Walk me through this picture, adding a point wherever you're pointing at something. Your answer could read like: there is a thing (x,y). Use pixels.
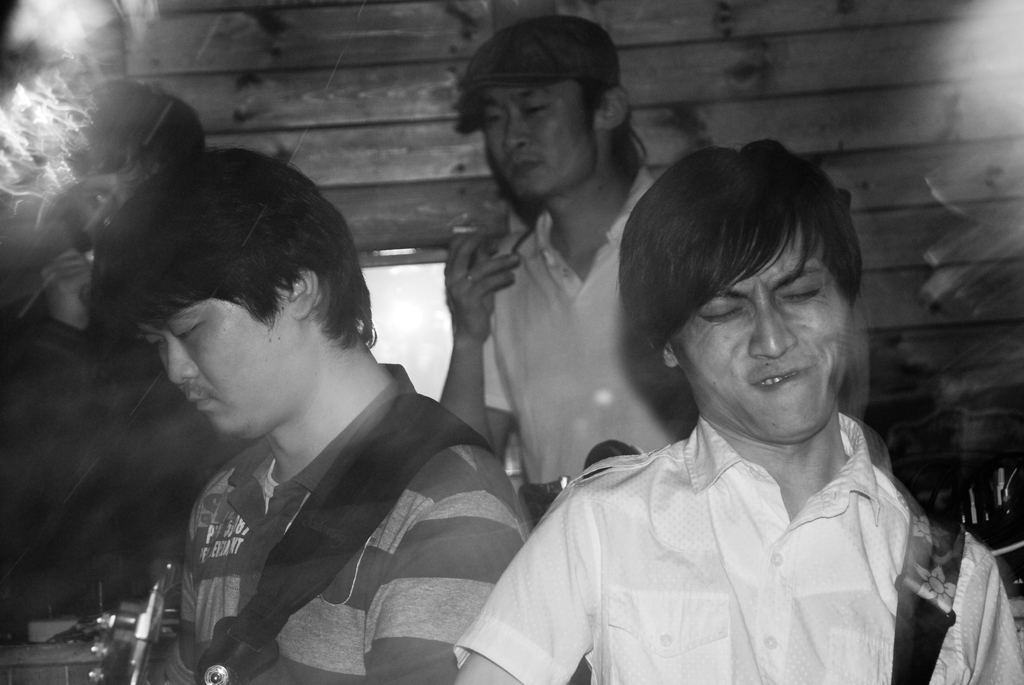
In this image we can see a black and white image. In this image there are some persons (332,434) and other objects (106,639). In the background of the image (446,188) there is a wooden texture (890,81) and other objects (904,427).
